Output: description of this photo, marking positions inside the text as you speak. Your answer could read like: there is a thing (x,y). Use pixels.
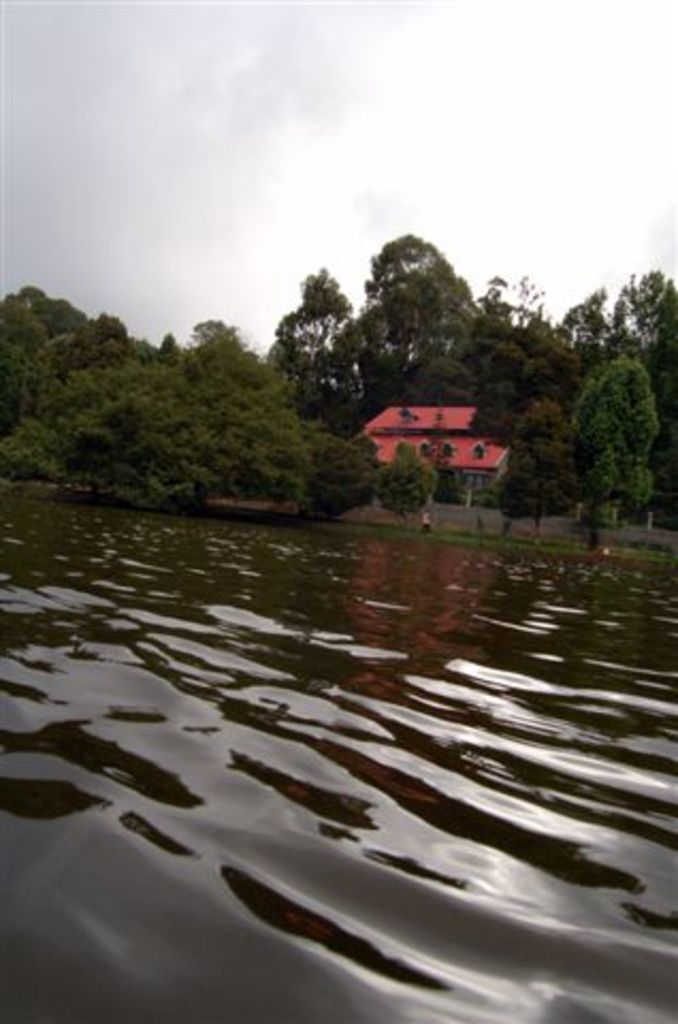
In this image I can see water (263,667). Background (534,421) I can see building (464,419) in orange color, trees (280,413) in green color and sky (217,201) in white color.
